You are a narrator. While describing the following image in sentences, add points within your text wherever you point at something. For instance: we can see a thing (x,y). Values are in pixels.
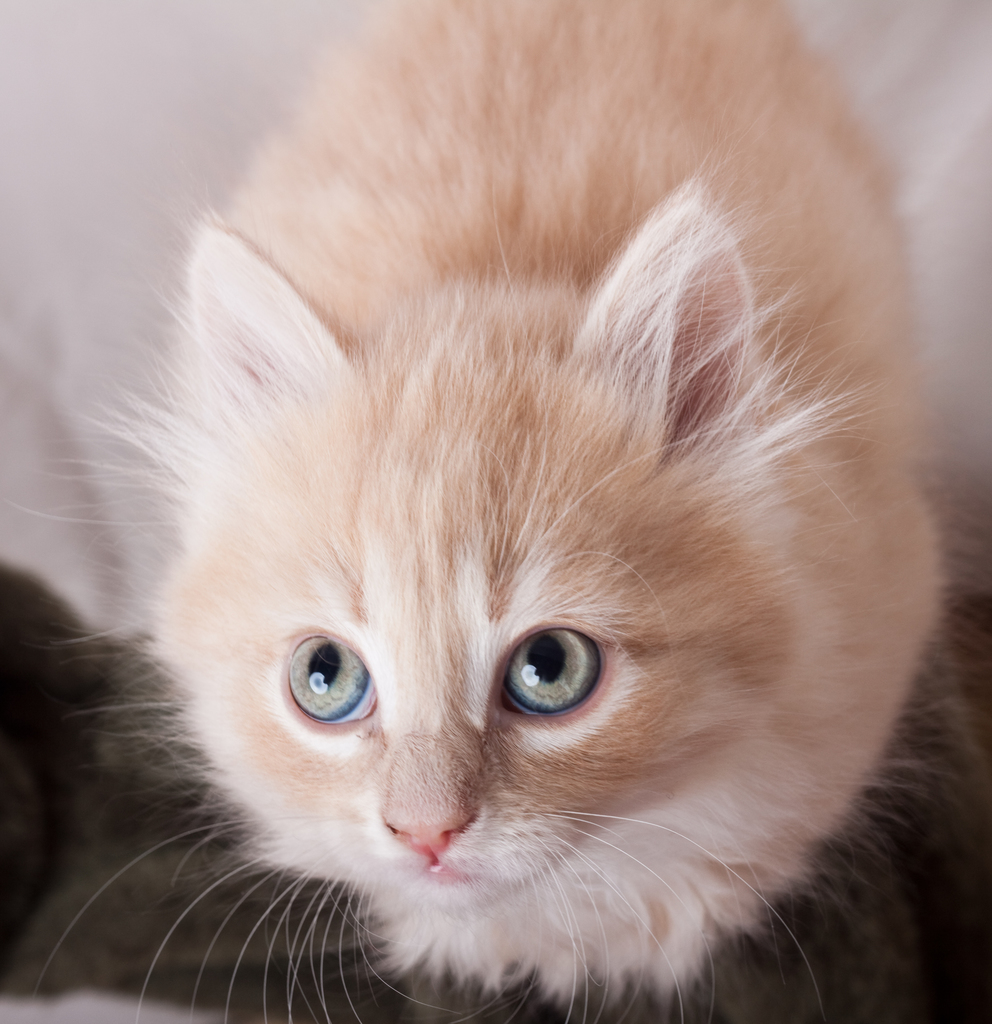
In this picture we can see a cat (618,577).
